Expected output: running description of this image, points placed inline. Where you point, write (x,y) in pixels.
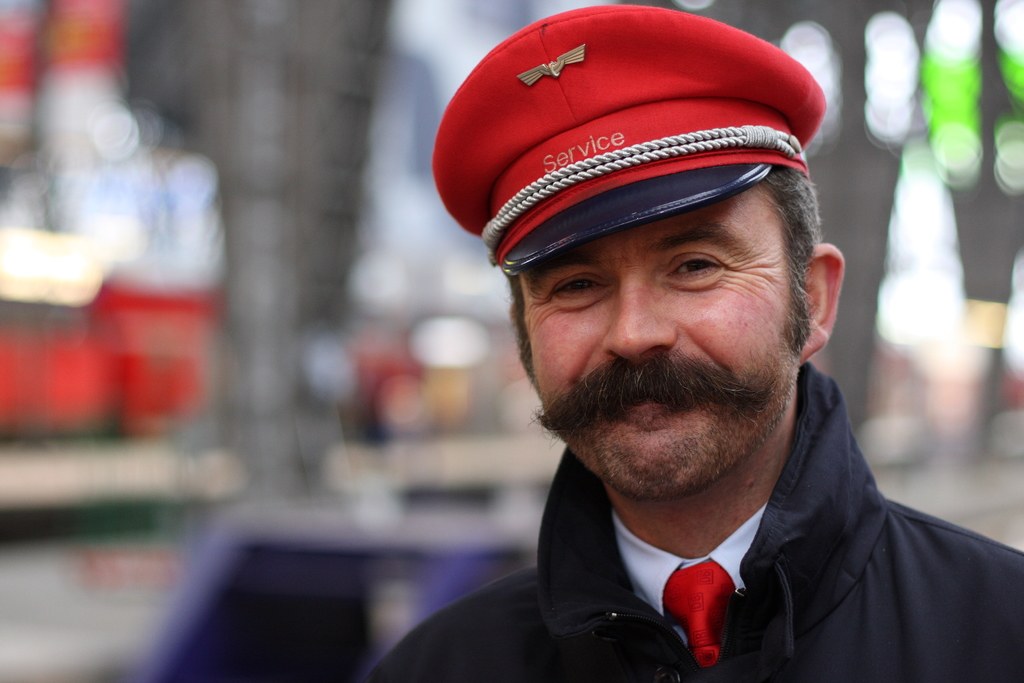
In this image there is a person (685,347) standing with a smile (672,402) on his face (632,442). The background (961,444) is blurry.
